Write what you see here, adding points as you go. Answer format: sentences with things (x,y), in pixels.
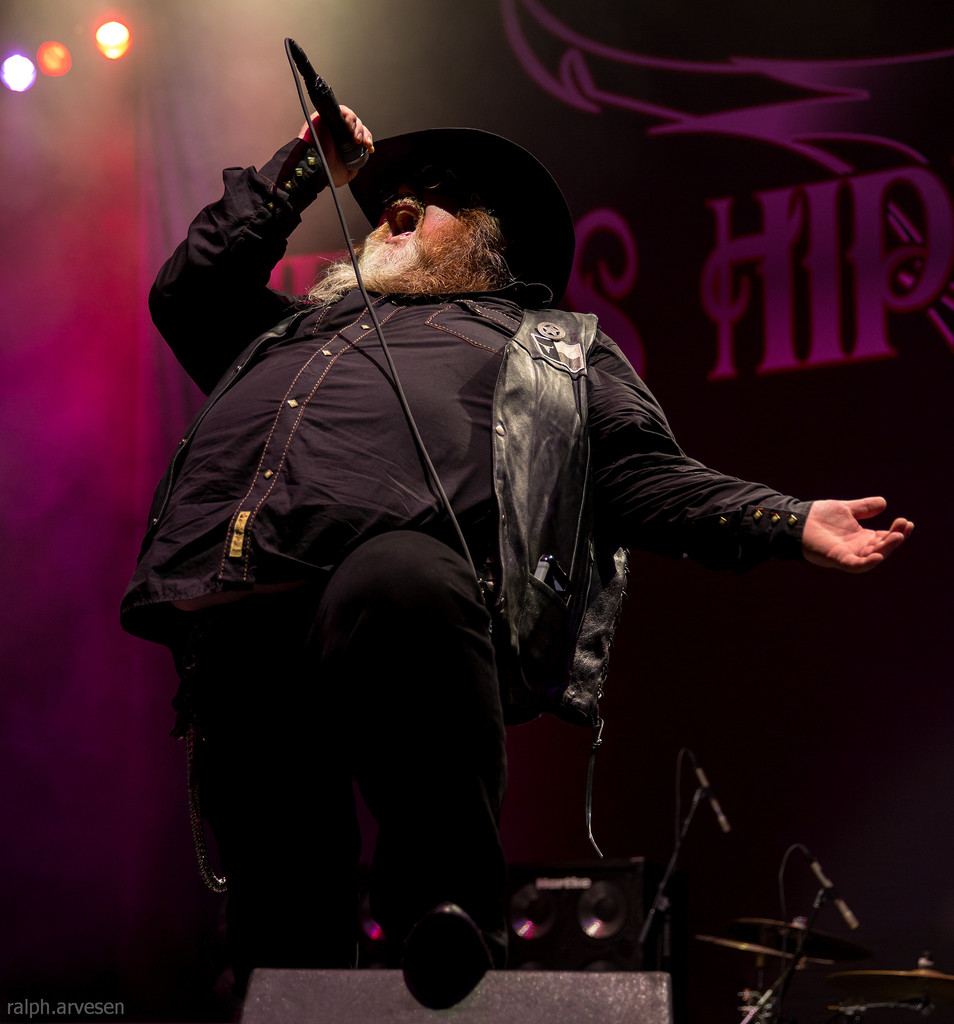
In this image there is a person (273,439) standing and singing, he is holding a microphone (327,101), there is a wire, there is an object (398,971) truncated towards the bottom of the image (345,994), there are stands (769,994) truncated towards the bottom (757,952) of the image, there are musical instruments (920,997), there are lights (58,58), there is text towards the bottom of the image (77,1008), there is a banner (644,288) truncated, there is text (764,240) on the banner (708,192).
